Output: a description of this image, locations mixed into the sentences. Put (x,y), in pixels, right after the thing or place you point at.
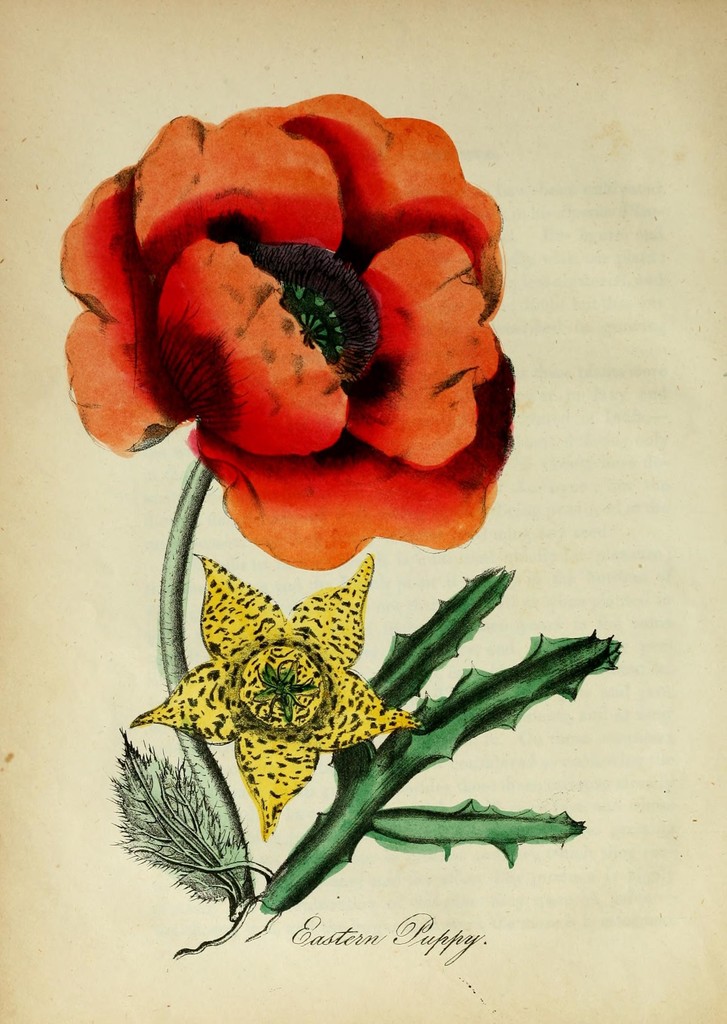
In this image I can see a painting of flowers (234,621). I can see color of these flowers (261,273) are orange and yellow. I can also see something is written over here.
